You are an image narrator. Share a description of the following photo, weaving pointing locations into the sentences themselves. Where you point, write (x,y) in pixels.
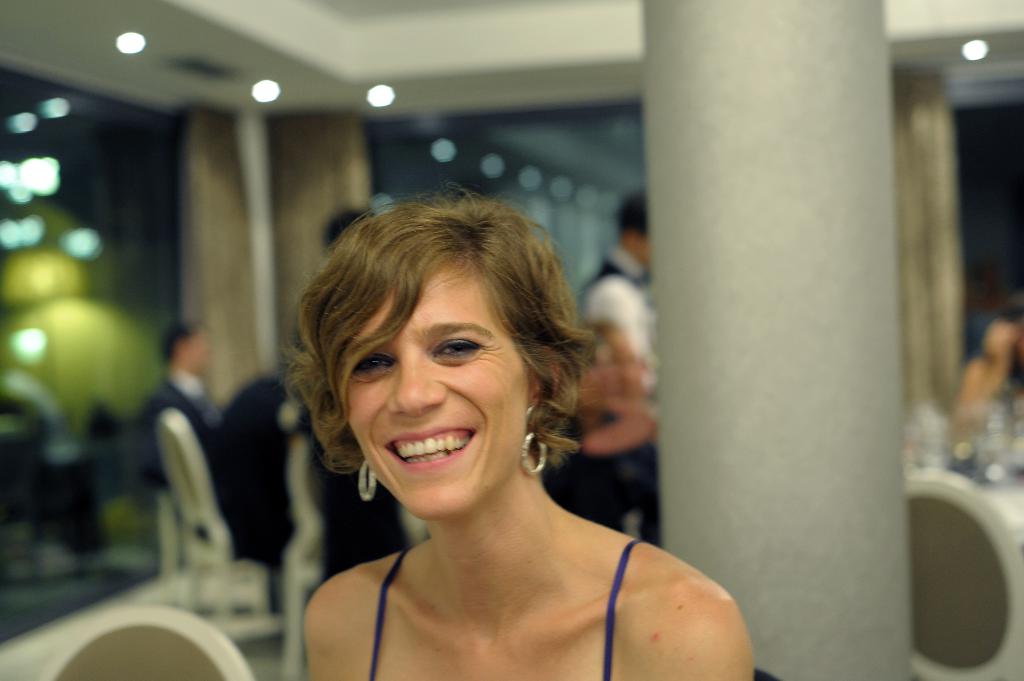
In this image in the front (355,446) there is a woman (452,566) smiling. In the center (677,410) there is a pillar (783,416) and the background (264,345) seems to be blurred, there are persons (190,360) in the background (190,360) and there are objects (1011,415).
